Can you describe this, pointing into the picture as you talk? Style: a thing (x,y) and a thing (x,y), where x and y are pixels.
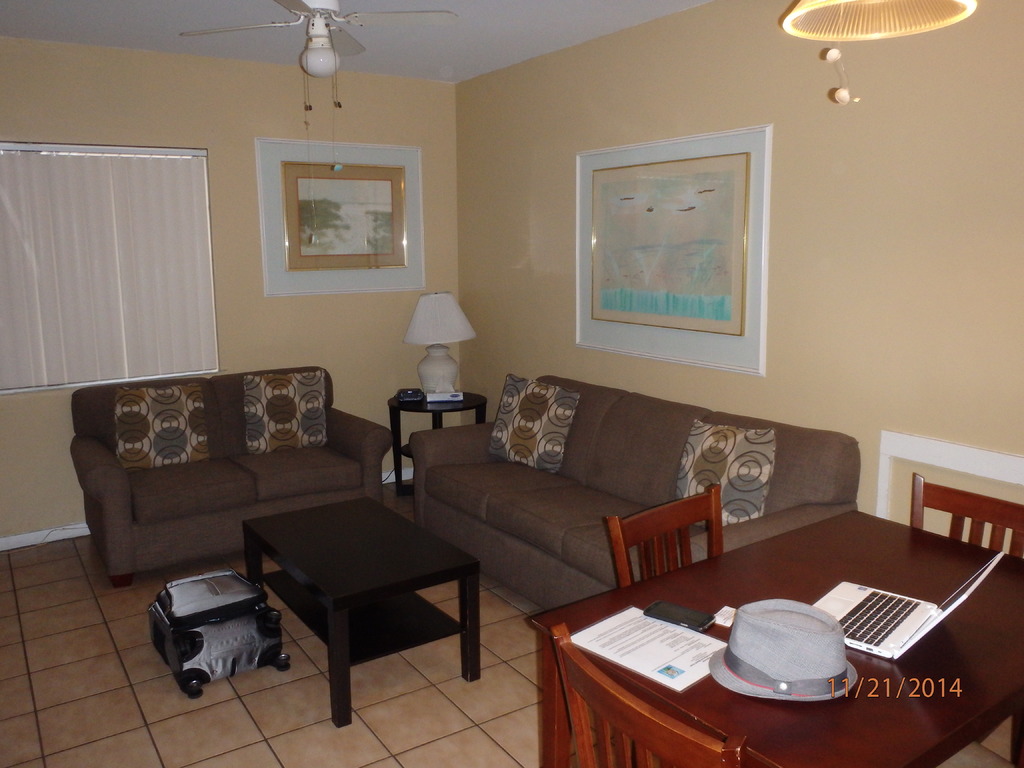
In this image I see a sofa set (510,556), a table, a lamp (436,363) on the stool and a dining table (949,726) surrounded with chairs (718,752) and a laptop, hat (738,688), papers (705,644) and a mobile phone (690,624) on the dining table (564,621) and In the background (762,365) I see the wall (931,152) and 2 photo frames (698,355) on it.
